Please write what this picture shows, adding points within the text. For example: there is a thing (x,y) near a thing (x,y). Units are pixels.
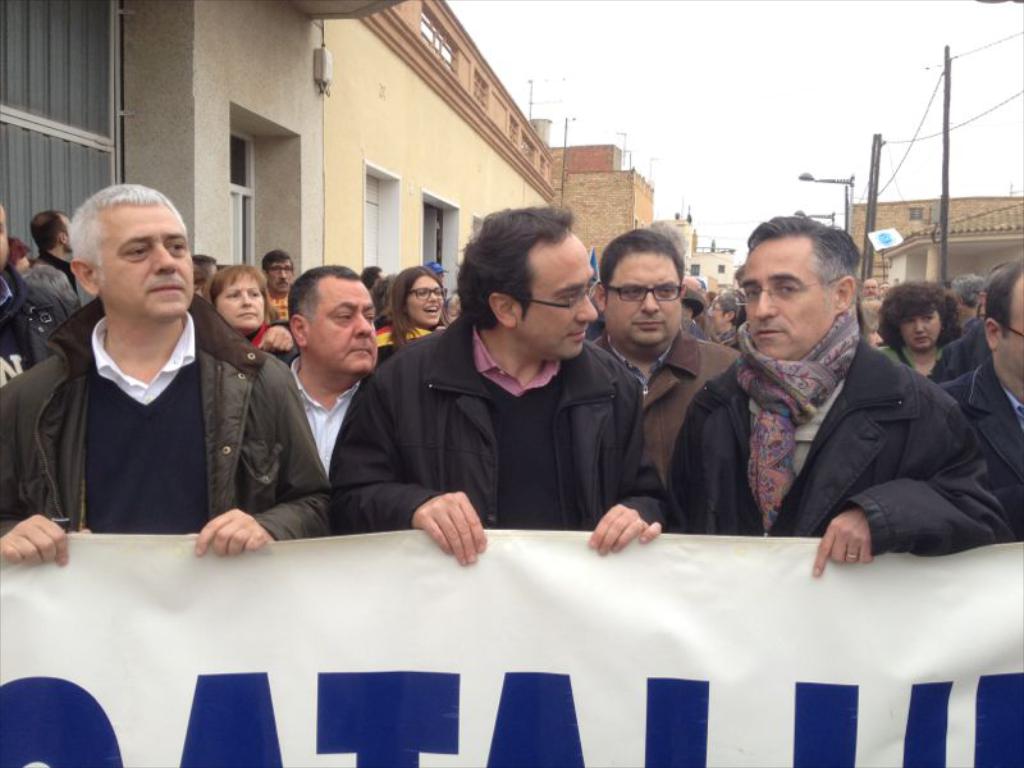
In this image we can see some people (407,479) standing and holding banners/boards (537,642). And we can see the street lights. And we can see the buildings (402,133), windows (238,174) and the sky (691,122).
